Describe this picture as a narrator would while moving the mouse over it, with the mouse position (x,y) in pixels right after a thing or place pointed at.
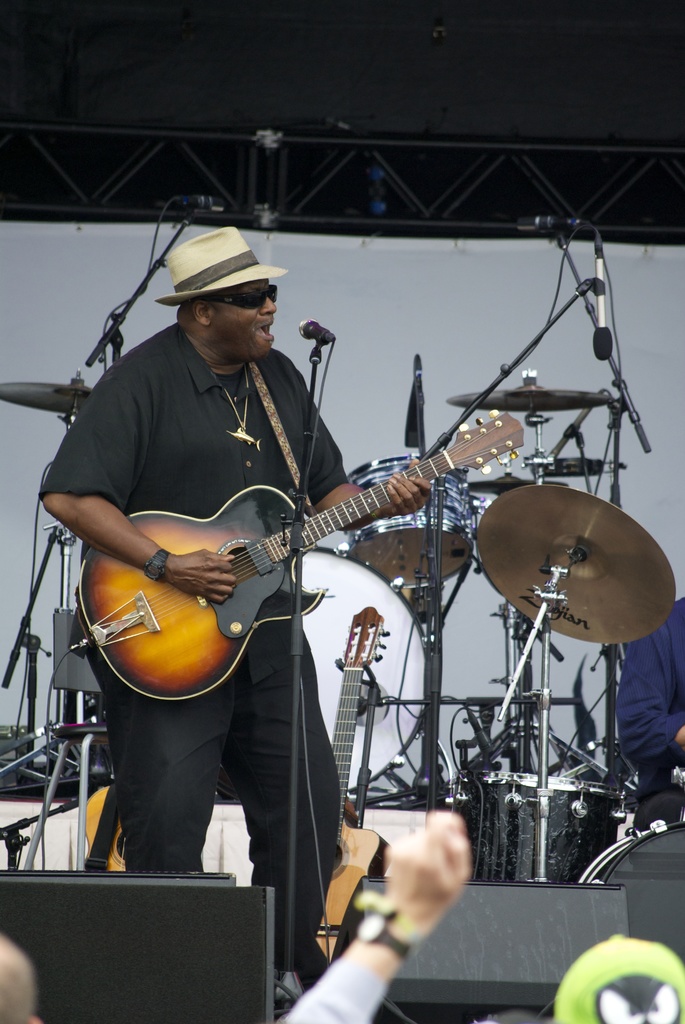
There is a person (215,343) in black color dress (213,398) singing, standing, holding and playing guitar (458,459) in front of a mic (330,336) which is attached to the stand (291,938) on the stage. In front of him, there are persons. In the background (45,276), there are musical instruments (544,715) and there is white color sheet (392,279).
